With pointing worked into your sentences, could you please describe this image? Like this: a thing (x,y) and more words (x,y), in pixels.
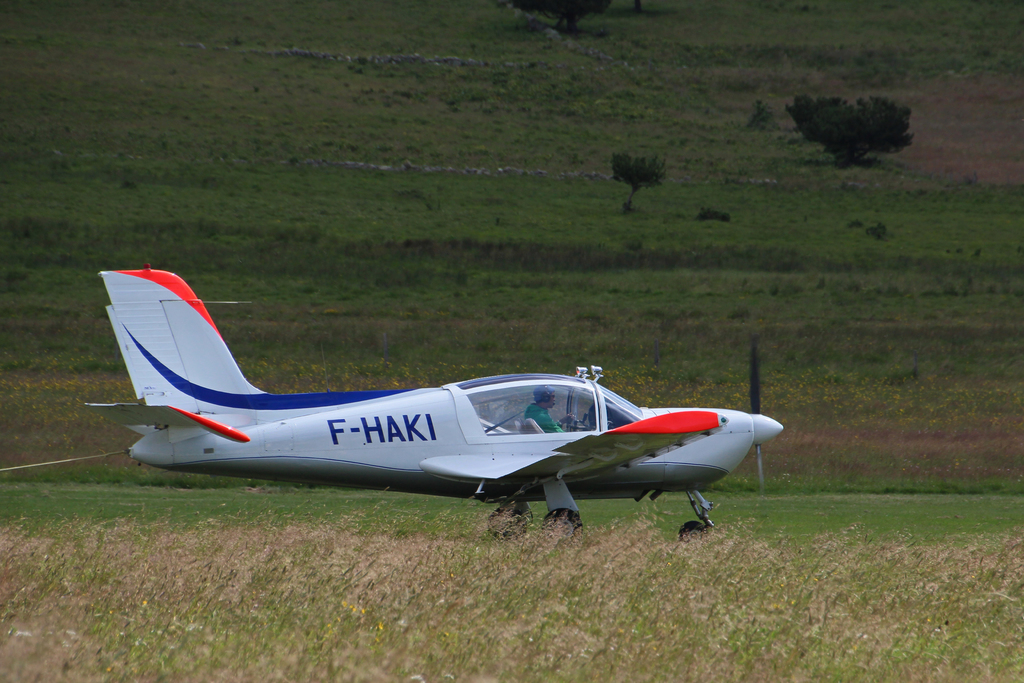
As we can see in the image there is a dry grass (417,654), a person (545,415) sitting in plane (485,463) and in the background (850,125) there is a tree (857,125).
